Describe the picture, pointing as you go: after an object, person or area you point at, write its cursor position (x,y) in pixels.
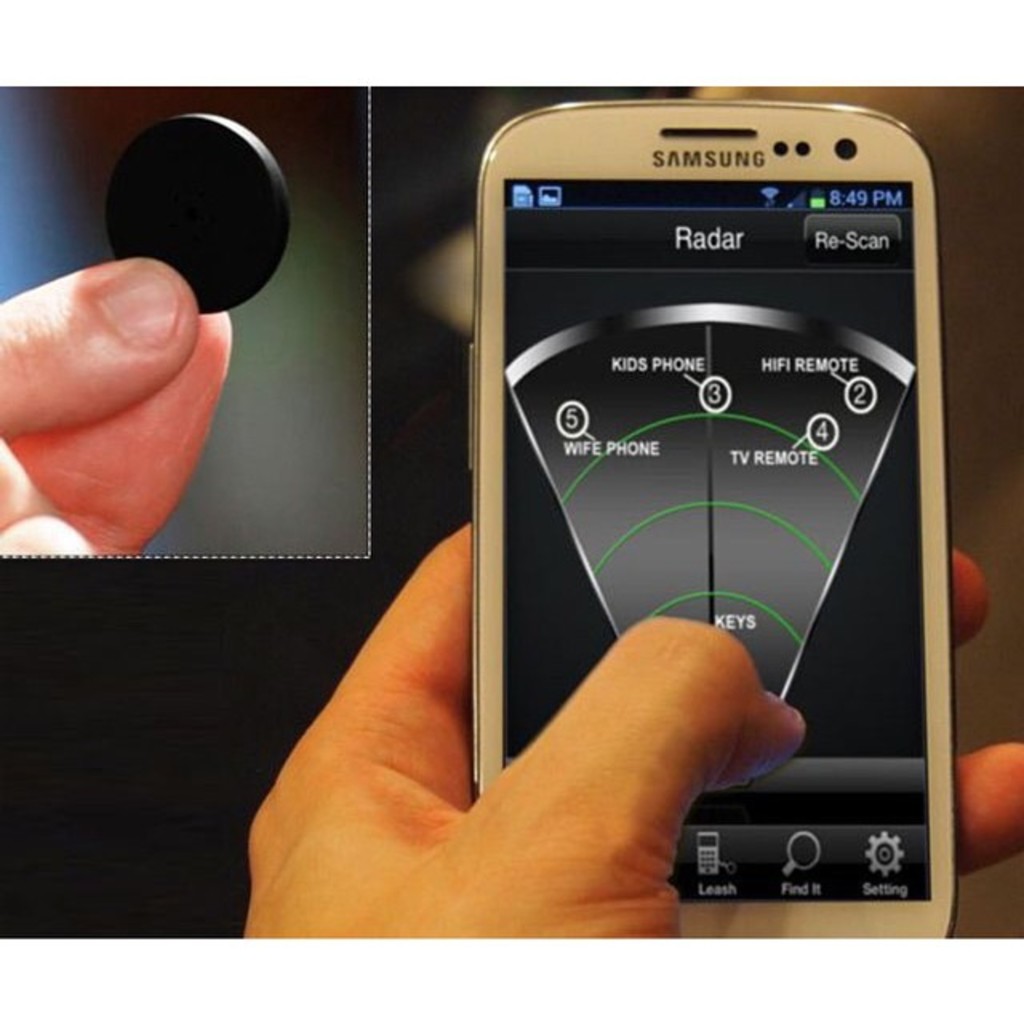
In this picture we can see a person hand (269,869) is holding a mobile (619,464) and a person hand (16,351) is holding a coin (234,242).
